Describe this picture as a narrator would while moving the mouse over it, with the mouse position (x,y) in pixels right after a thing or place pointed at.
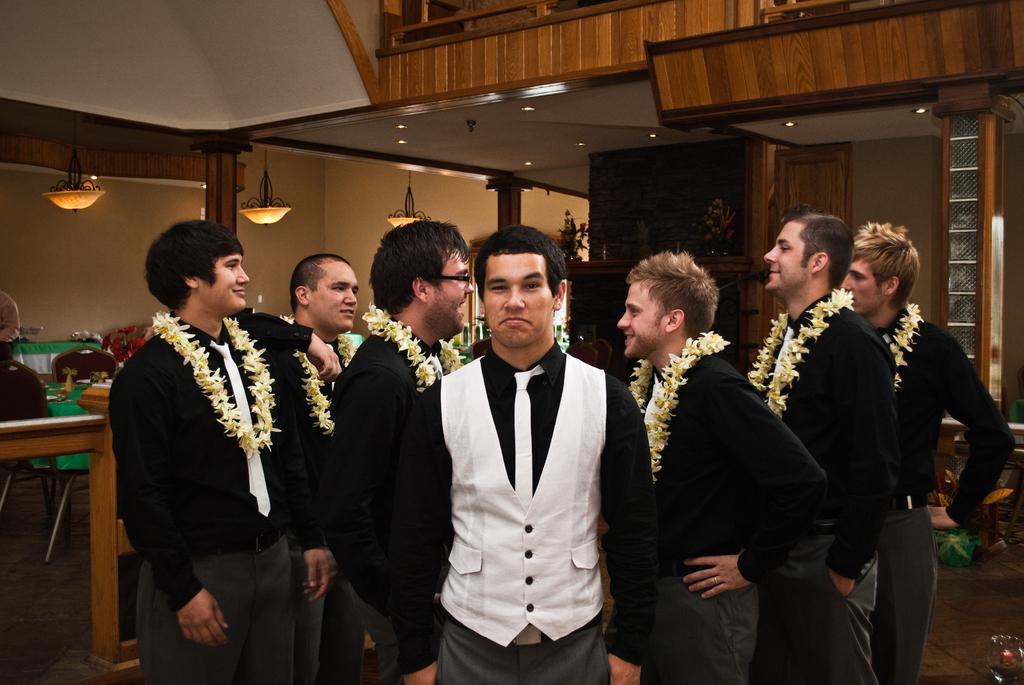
In this image there are some persons (440,486) standing at bottom of this image (598,507). The person (520,463) standing at middle (480,450) is wearing a white color jacket (498,535), and the persons (676,453) standing at right side (764,415) having some flowers (663,388) in their neck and same at left side of the persons (364,428) are also having some flowers (227,404) in their neck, and there is a table (76,464) at left side of this image (61,405) and there is a wall (60,316) in the background (698,227). there are some lights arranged as we can see at top of this image (262,184).
